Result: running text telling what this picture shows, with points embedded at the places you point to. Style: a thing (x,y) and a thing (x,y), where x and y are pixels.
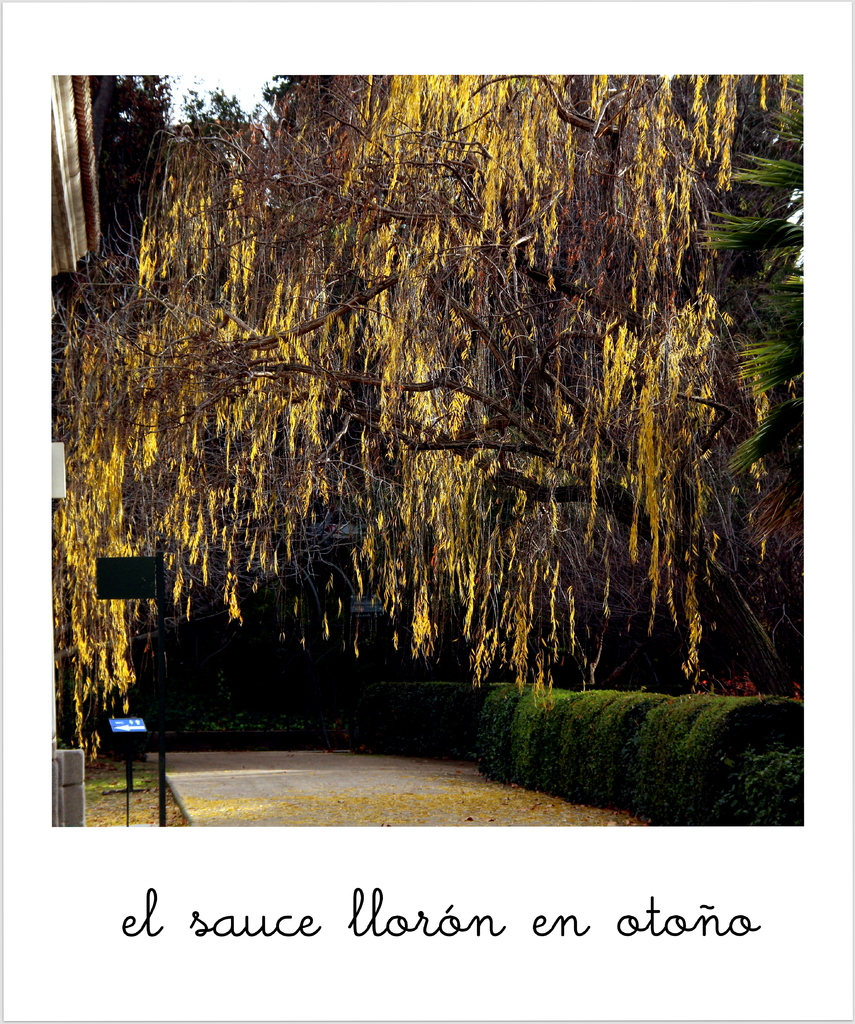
In this image there is a picture (376,714) and a text (447,918). In the center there is a path (364,800). There are leaves (479,810) on the path (463,774). To the right (574,767) there are hedges (568,739). To the left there are boards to the stands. At the top (471,286) there are leaves (497,239) of a tree (342,235). Below the picture (265,817) there is text (490,924) on the image.
